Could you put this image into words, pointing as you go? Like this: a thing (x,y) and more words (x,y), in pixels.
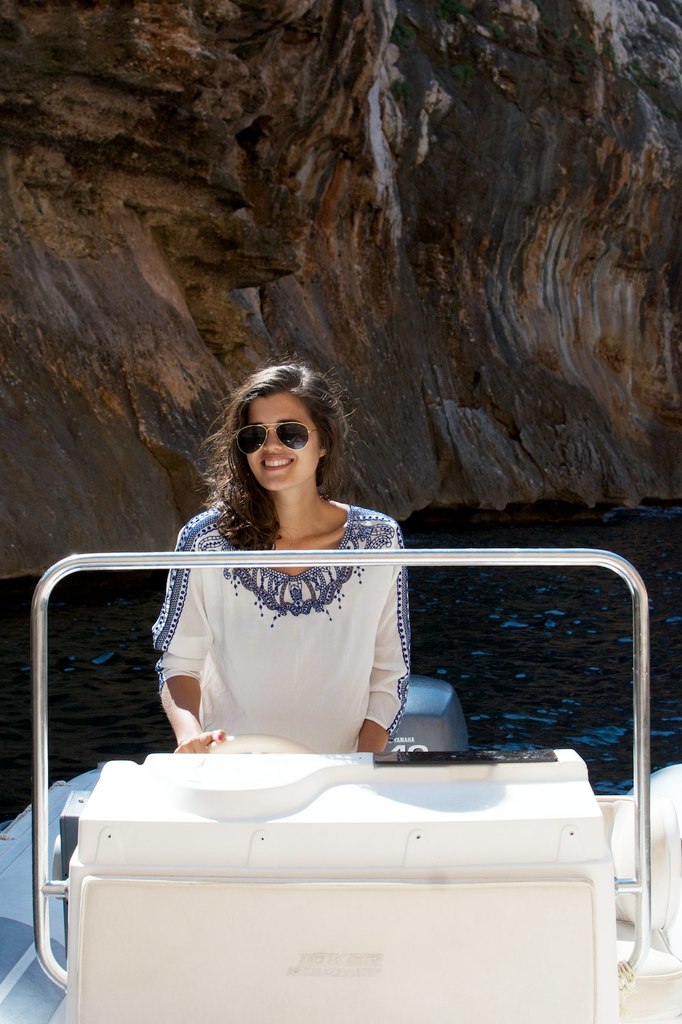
In this picture there is a woman (300,583) standing on the boat (459,945) and smiling and she is holding the steering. There is a boat (583,827) on the water (601,761). At the back (432,210) there is a hill (310,146). At the bottom (473,696) there is water (557,627).
